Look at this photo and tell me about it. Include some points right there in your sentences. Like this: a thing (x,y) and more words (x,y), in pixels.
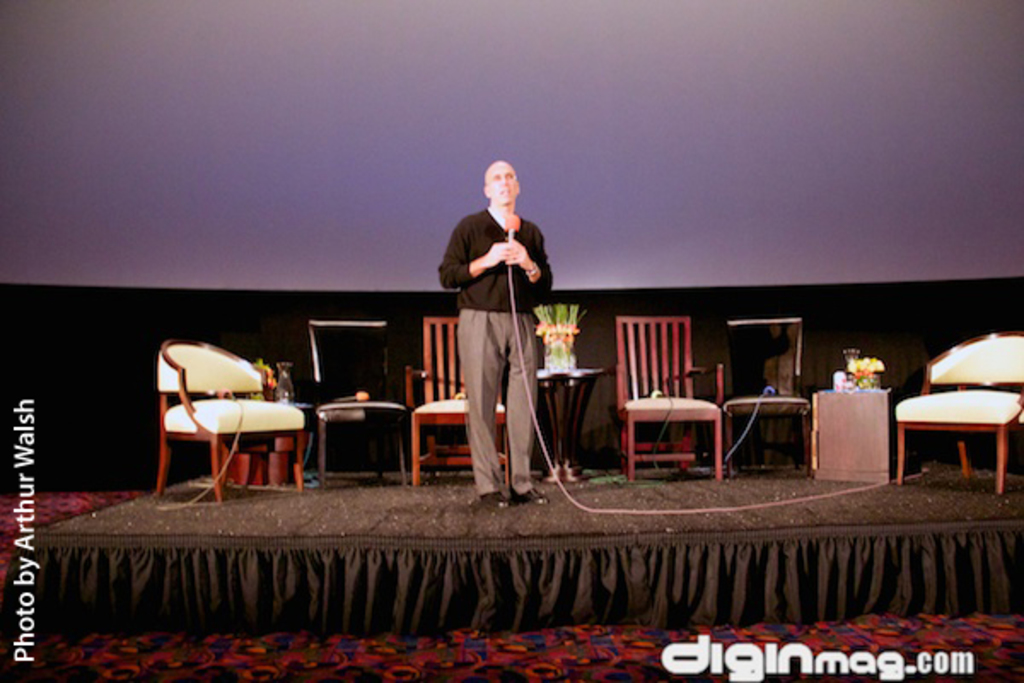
In this image I see a man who is holding a mic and he is standing on the stage (351,571). In the background (395,408) I see the chairs (185,352) and 3 tables (826,419) and there are few things (841,372) on it.
